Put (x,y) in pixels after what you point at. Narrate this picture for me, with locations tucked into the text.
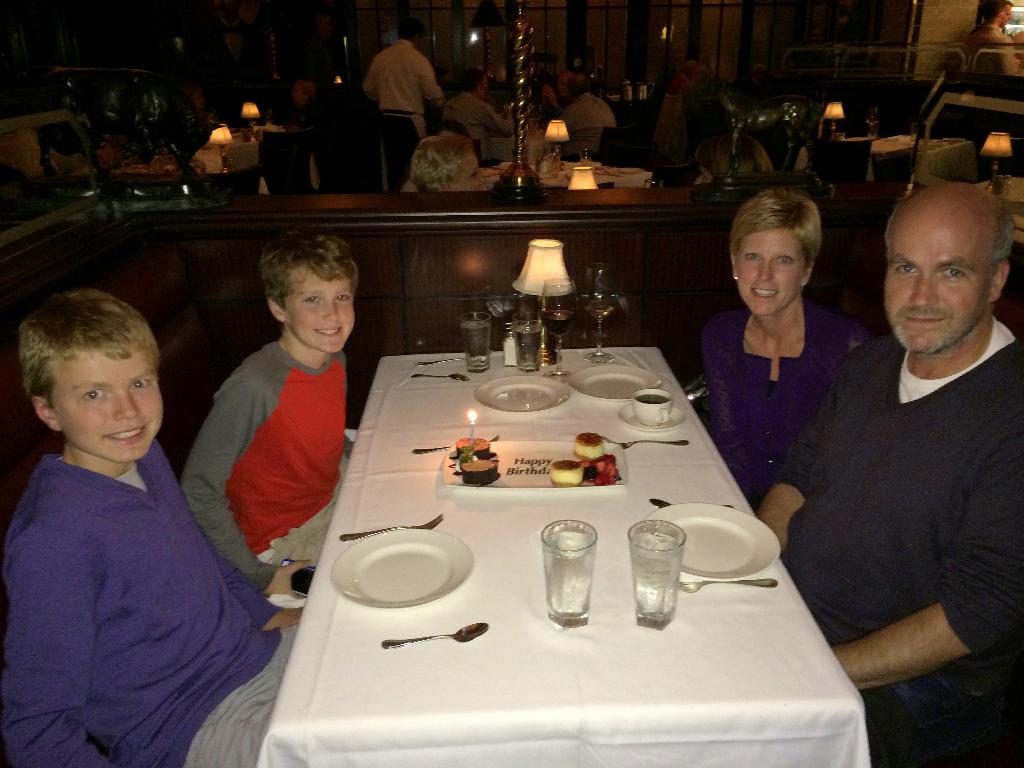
in the picture we can see a restaurant (386,237), here we can four persons (783,289) in with two are children (333,468) and two are adult (878,507) sitting in a chair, there is a table (635,516) in front of them in which we can see spoons (445,637), plates (688,566), glasses (671,589) along with the liquid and we can also see a table lamp (551,277) on the table (435,379).
